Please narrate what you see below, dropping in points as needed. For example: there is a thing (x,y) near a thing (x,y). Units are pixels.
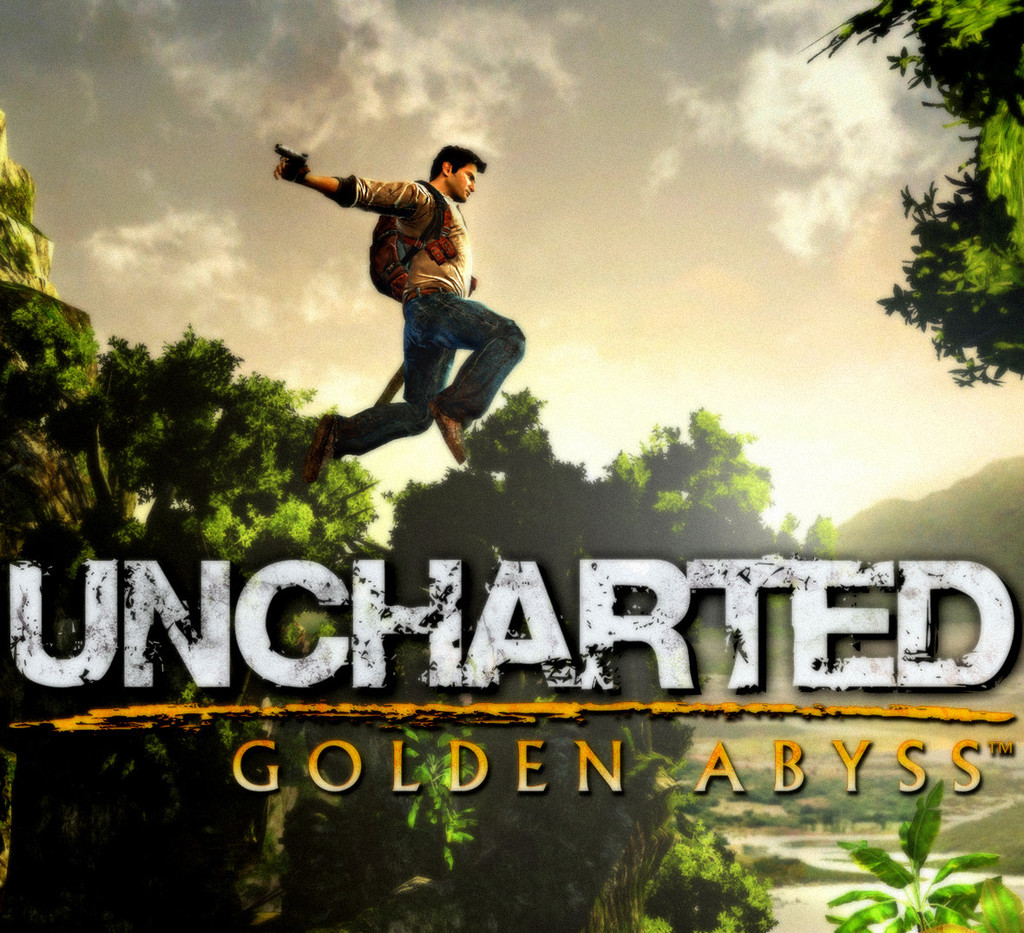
It is an animated image. In this image there are trees (987,187), person (436,231), cloudy sky (581,146) and hill (877,509). A person (460,164) is in the air (485,213), holding a gun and wearing a bag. Something is written on the image.
